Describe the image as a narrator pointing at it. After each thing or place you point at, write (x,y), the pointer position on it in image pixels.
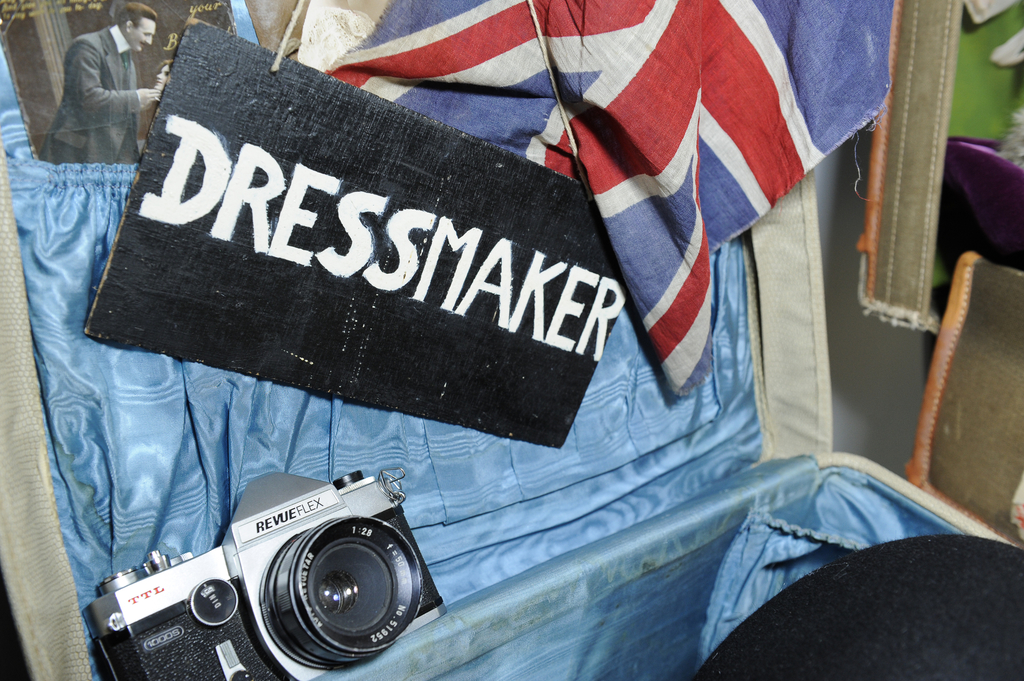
In this image there are clothes (706,502), camera (268,581), board (275,244), picture (82,54) and few other things (639,325) are there.
